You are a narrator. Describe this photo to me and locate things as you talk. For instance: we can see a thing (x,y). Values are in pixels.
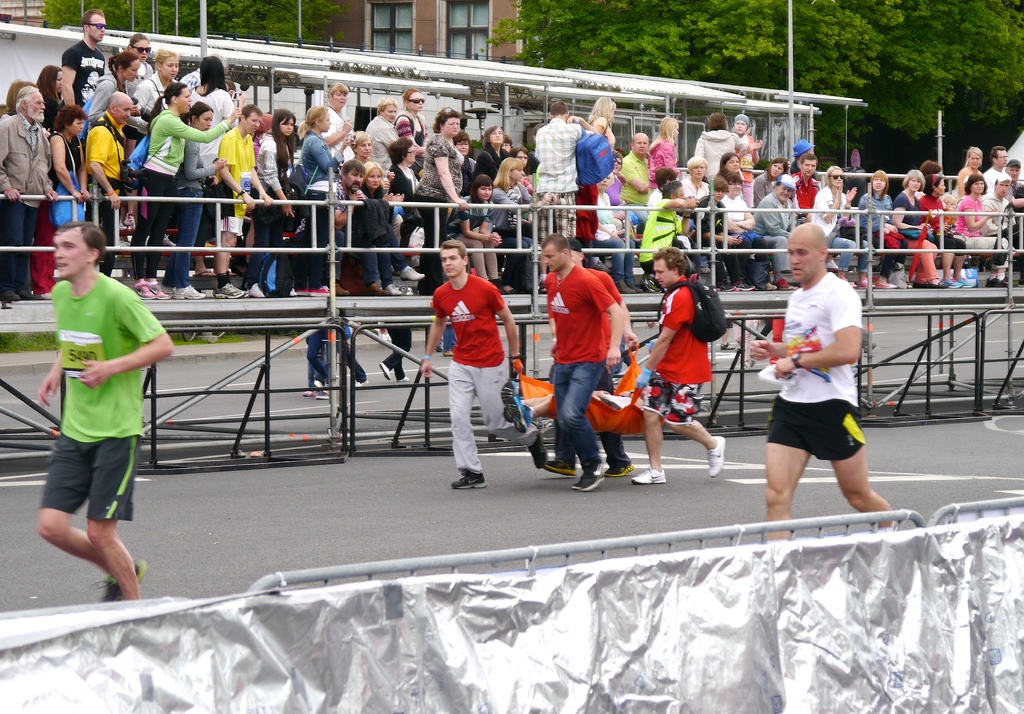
In this image we can see there are some people (108,407) running on the road (317,481). In the background of the image (359,185) there are audience (837,171), buildings (437,35) and trees (744,57).
